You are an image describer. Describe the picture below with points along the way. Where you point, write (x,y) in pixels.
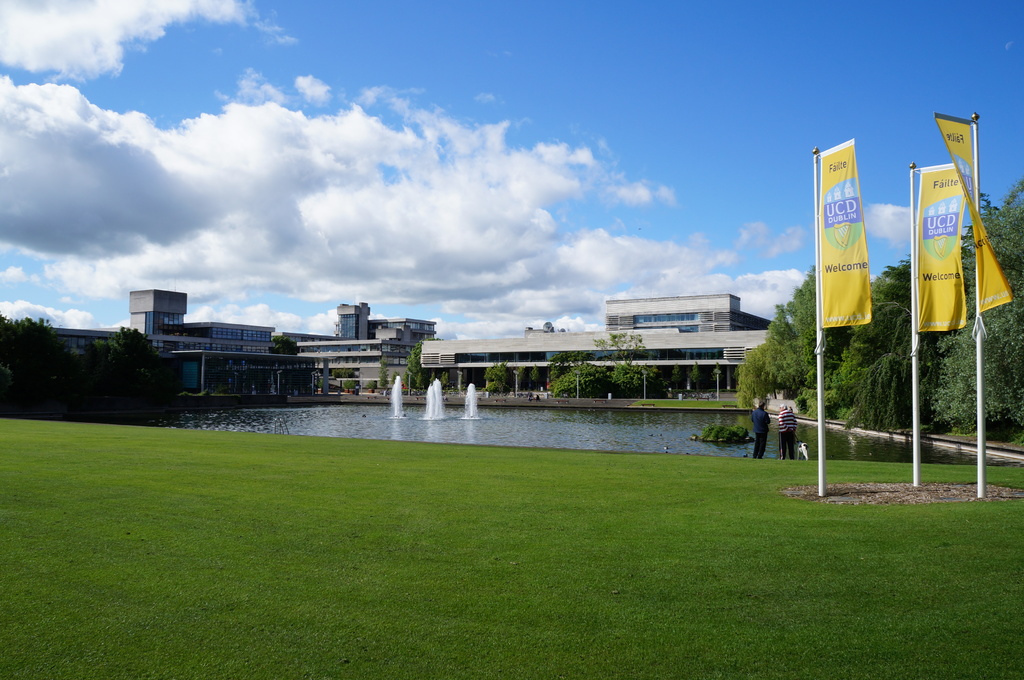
In this image, we can see buildings (519,387), trees (574,367), people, plants (967,381), water fountain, grass (832,480) and poles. On the right side of the image (994,287), we can see banners (861,309). Background (773,286) we can see the cloudy sky (418,178).
